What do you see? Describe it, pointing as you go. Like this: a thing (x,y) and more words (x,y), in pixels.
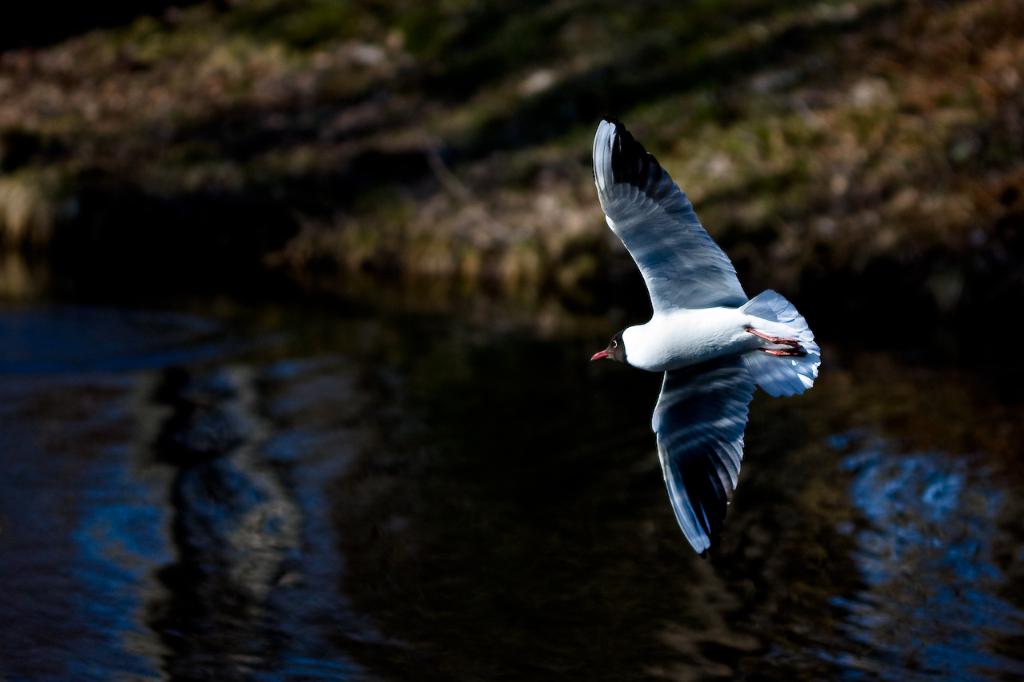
In this picture I can see a bird (693,341) flying, on the right side (751,387). At the bottom (710,594) there is water (473,632), in the background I can see the land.
